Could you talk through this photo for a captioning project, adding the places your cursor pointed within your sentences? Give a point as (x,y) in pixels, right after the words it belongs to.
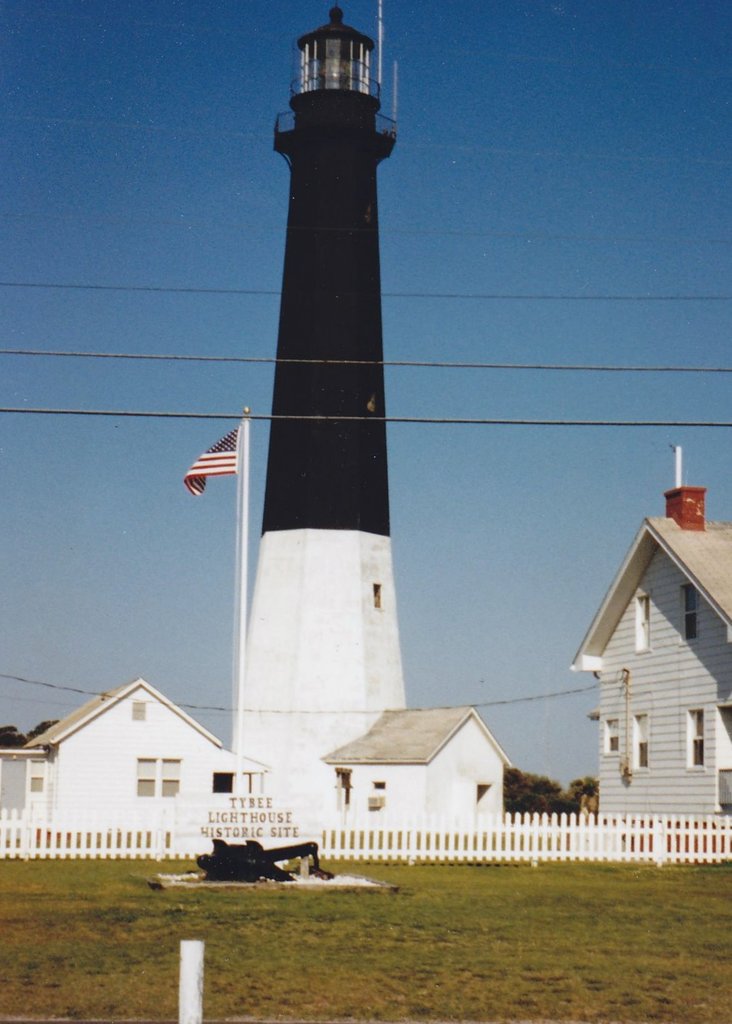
In the foreground of this image (422,959), there is a pole (185,971), grass land (351,947), an object (241,856), a flag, few cables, buildings (490,803), railing (409,836) and a light house (353,415). In the background (542,784), there are trees (548,777) and the sky (501,224).
